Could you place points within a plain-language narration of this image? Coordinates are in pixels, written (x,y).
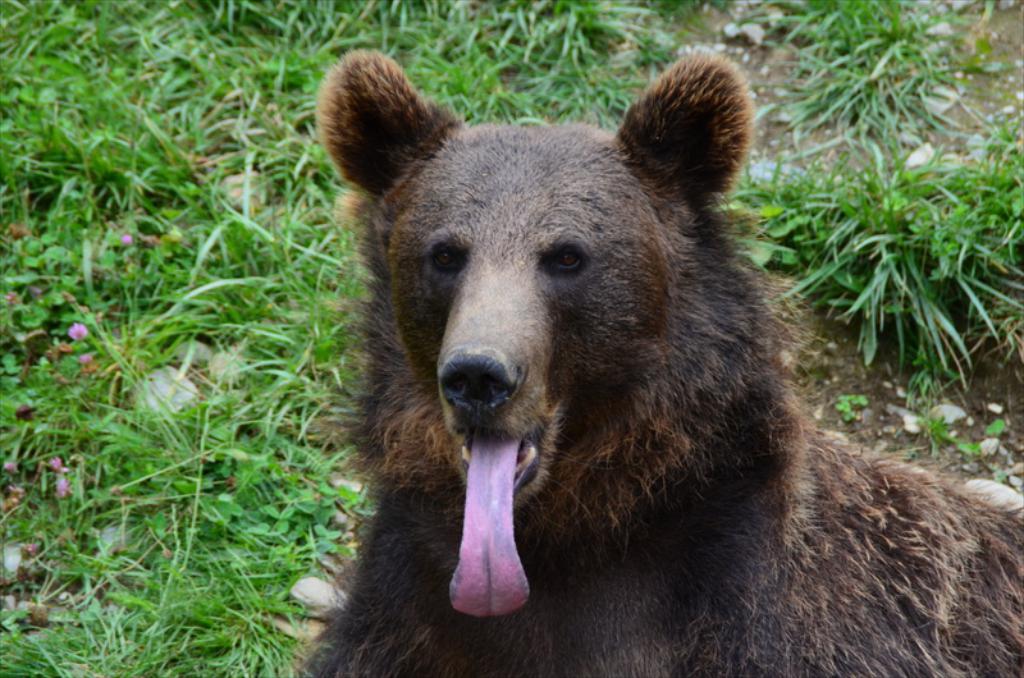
In this picture there is a brown bear (775,495) who is showing his tongue (463,531). On the left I can see some small flowers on the grass (176,333).
